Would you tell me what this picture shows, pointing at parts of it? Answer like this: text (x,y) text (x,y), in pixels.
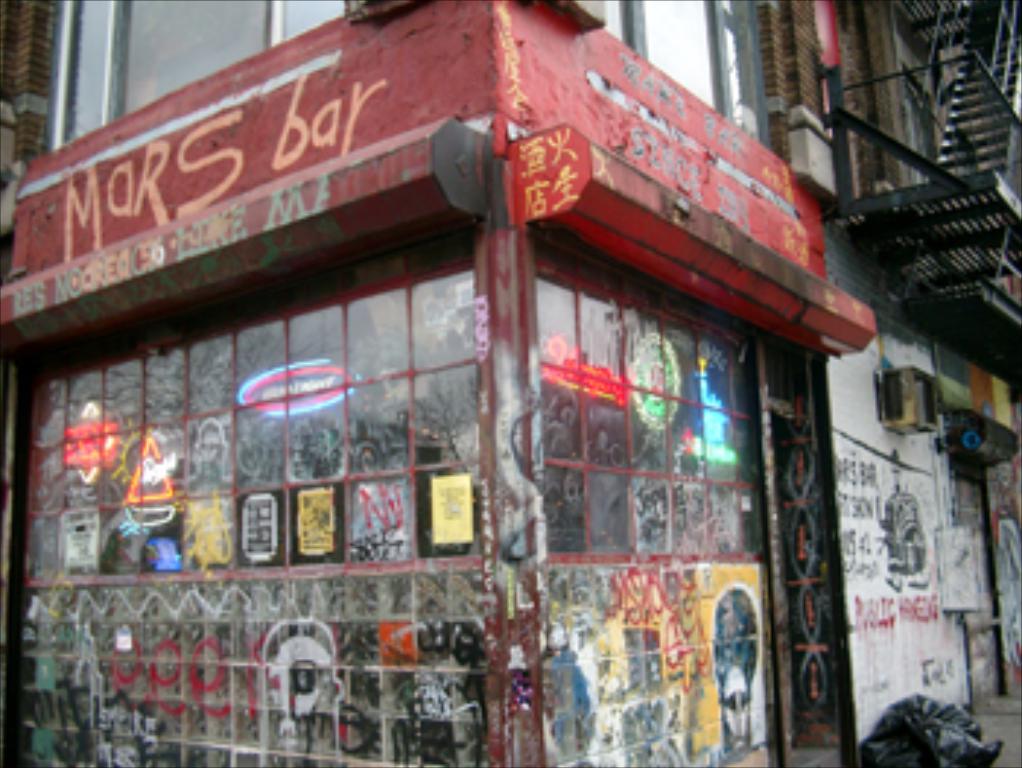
In this image we can see a building (241,529). We can also see some text (268,217) on a wall (474,592), some pictures (373,494) on the glass windows (564,478), a signboard (313,384) and a staircase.
